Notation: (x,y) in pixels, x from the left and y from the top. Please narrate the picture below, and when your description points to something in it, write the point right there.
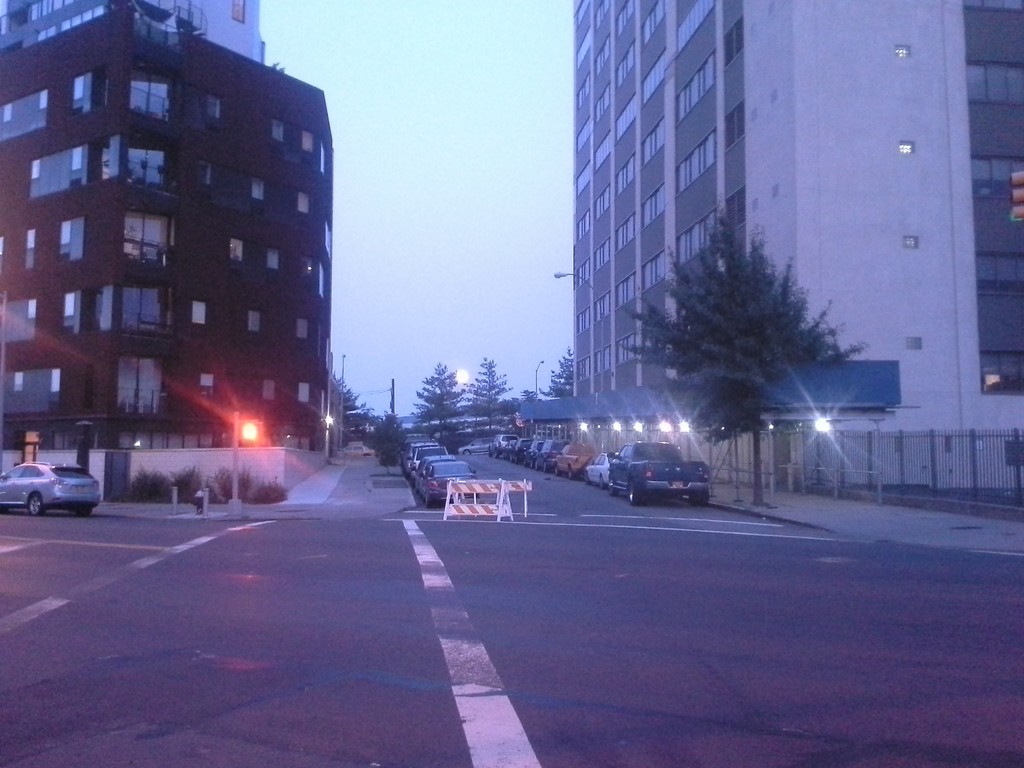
There are cars (541,454), trees (444,395), poles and a barricade (514,501) in the center of the image (360,420). There are buildings (820,286) on both the sides, there is a metal railing (813,472) on the right side (833,470) and there are plants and a car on the left side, there is sky (563,302) in the background area (563,302).
